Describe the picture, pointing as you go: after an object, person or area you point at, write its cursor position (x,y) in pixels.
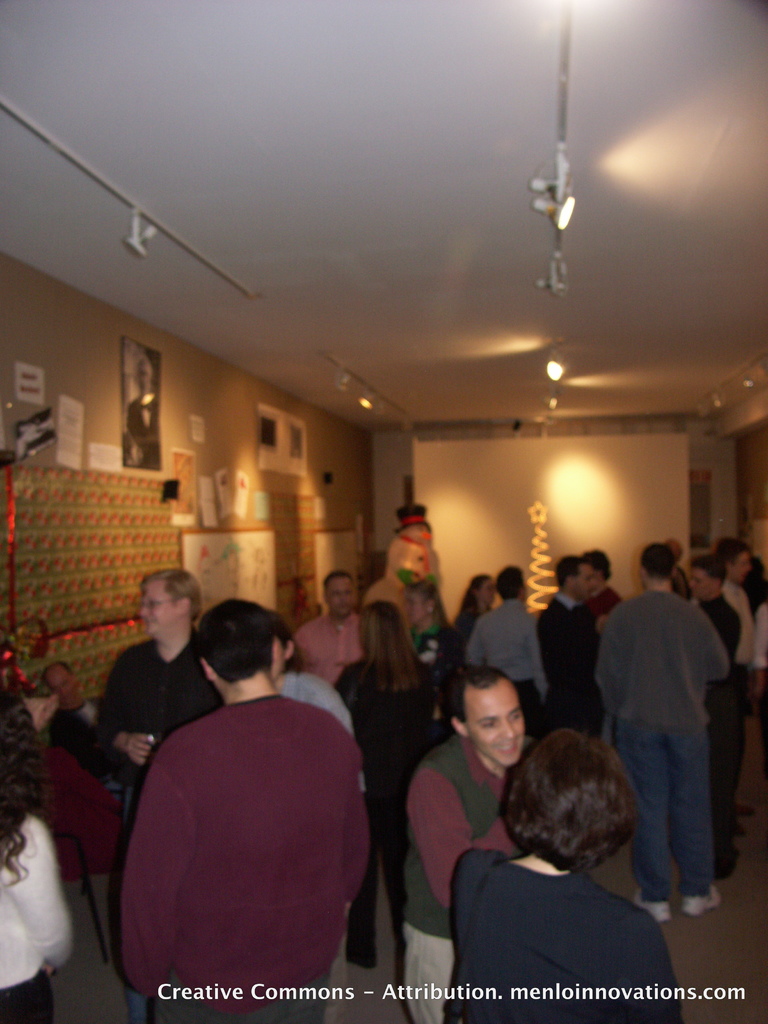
In this image we can see these people (138,833) are standing on the floor (81,891). Here we can see posts (269,430) on the wall (342,438), projector screen (443,487) and lights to the ceiling (627,163) in the background (436,494). Here we can see some edited text (555,989).
